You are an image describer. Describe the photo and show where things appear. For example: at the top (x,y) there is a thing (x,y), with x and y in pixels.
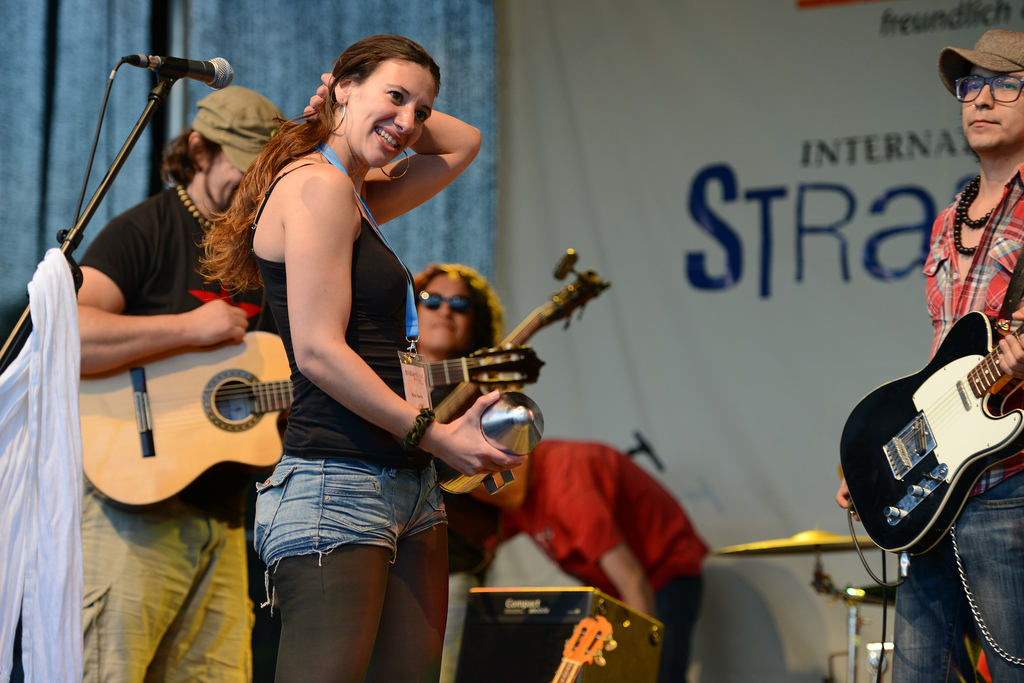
In this image I can see group of people (209,111) are standing. I can also see some of them are holding musical instruments (495,367) in their hands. Here I can see a mic (223,73).
